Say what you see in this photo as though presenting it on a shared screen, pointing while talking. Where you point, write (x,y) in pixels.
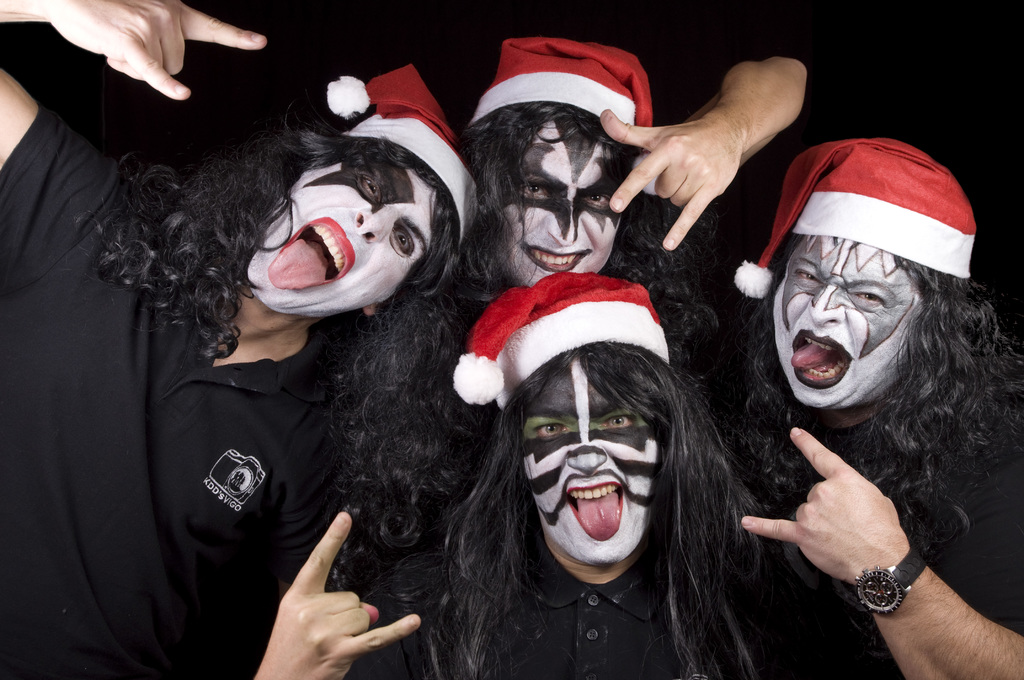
In this image there are a few people (597,280) wearing a different costume (501,487) and the background (769,158) is dark.
